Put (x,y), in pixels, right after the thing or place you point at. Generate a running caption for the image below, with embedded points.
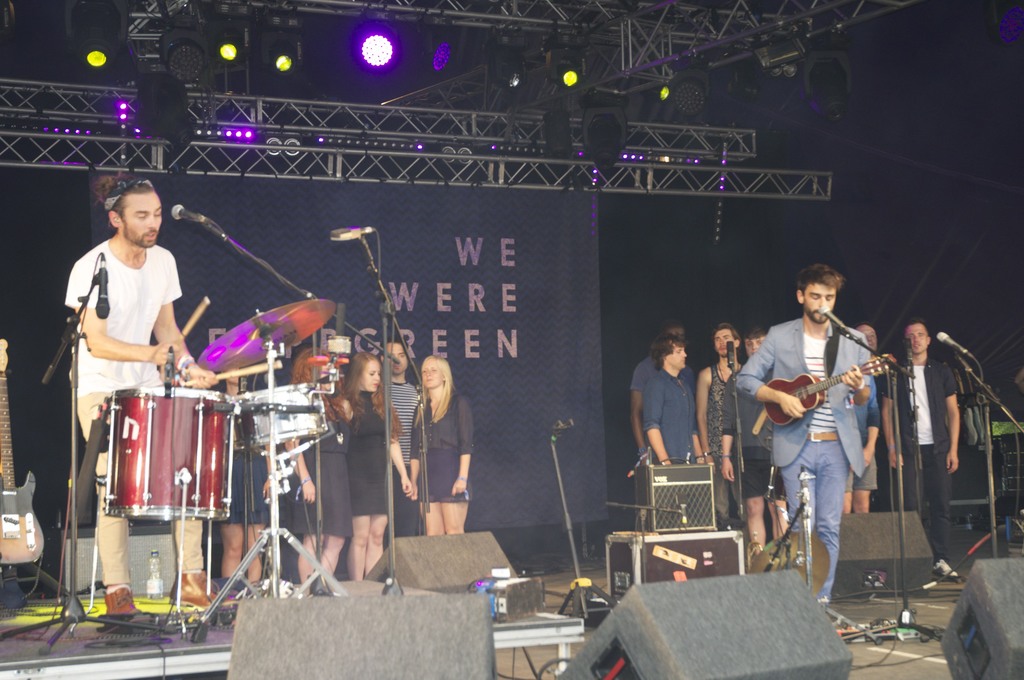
In this image a man (742,377) standing in the stage (900,656) and singing a song in the microphone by playing guitar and at the left side of him there is a man (104,520) who is playing the drums (301,396), cymbals (250,341), crash cymbals (253,354) and a cymbal stand (268,384) and at the back ground (720,451) there are group of people (299,569) who are singing the song and there are another group of people (649,376) who are singing the song, and speakers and focus lights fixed to the iron rods (272,147).
